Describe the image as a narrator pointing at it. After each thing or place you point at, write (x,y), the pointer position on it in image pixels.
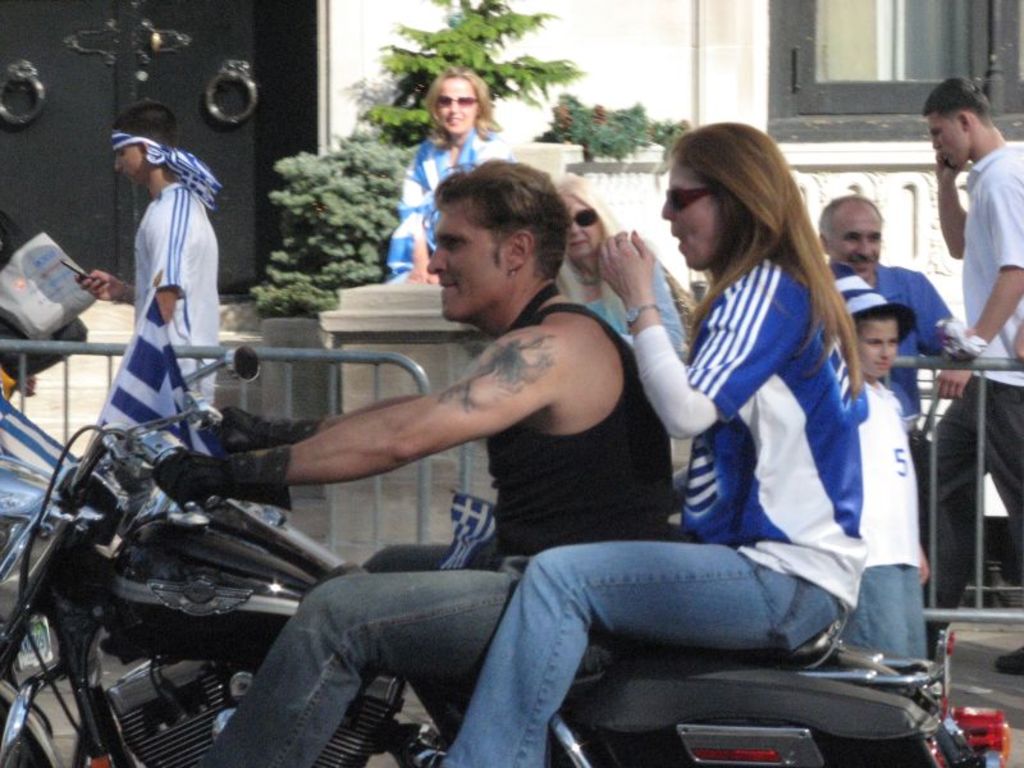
The person (476,426) wearing black jeans (423,593) is riding a bike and there is a women (735,472) behind him and there are group of people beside them.
